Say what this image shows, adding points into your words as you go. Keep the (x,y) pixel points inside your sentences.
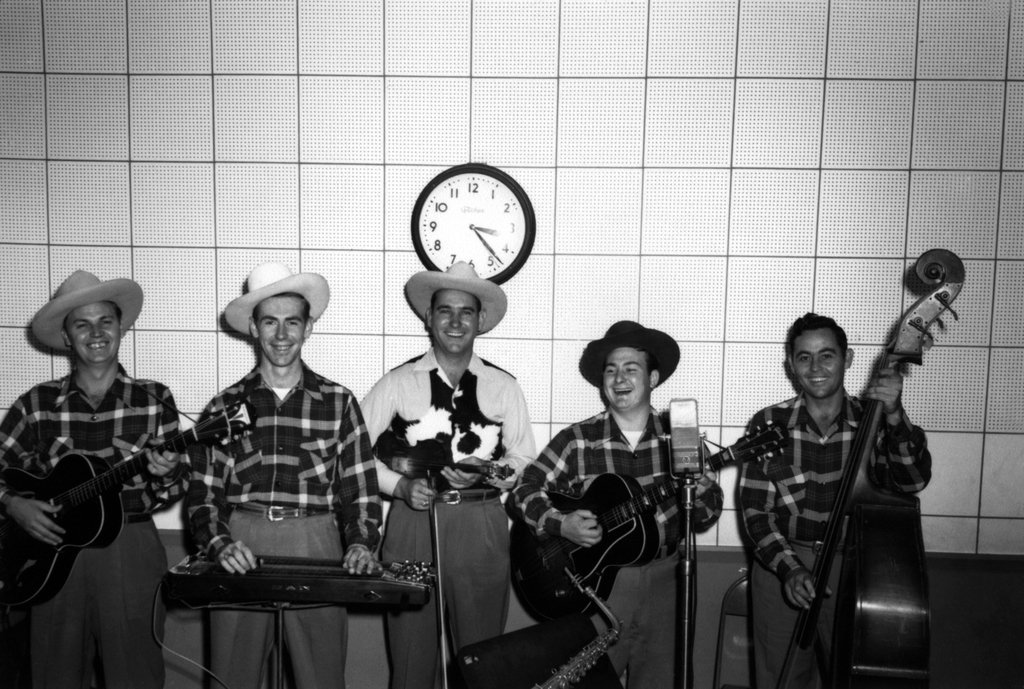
This black and white picture is clicked inside the room (879,155). There are five musicians (800,381) in the room (882,142). The man (148,426) on the left corner of the image (93,447) is playing guitar (104,474) and man (266,541) beside to him is playing steel guitar (278,555). The man (465,423) in the center (457,456) is holding a violin (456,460). The man (759,538) the right corner (800,495) is playing bass (869,502) and the man (599,460) beside to him is playing guitar (692,478). Everyone in the picture are smiling and wearing hats (430,303) except one on the right corner (811,371). There is one microphone (692,512) in the image. In the background (667,298) there is a wall (674,214) and a clock (505,212) is hanging on it.
